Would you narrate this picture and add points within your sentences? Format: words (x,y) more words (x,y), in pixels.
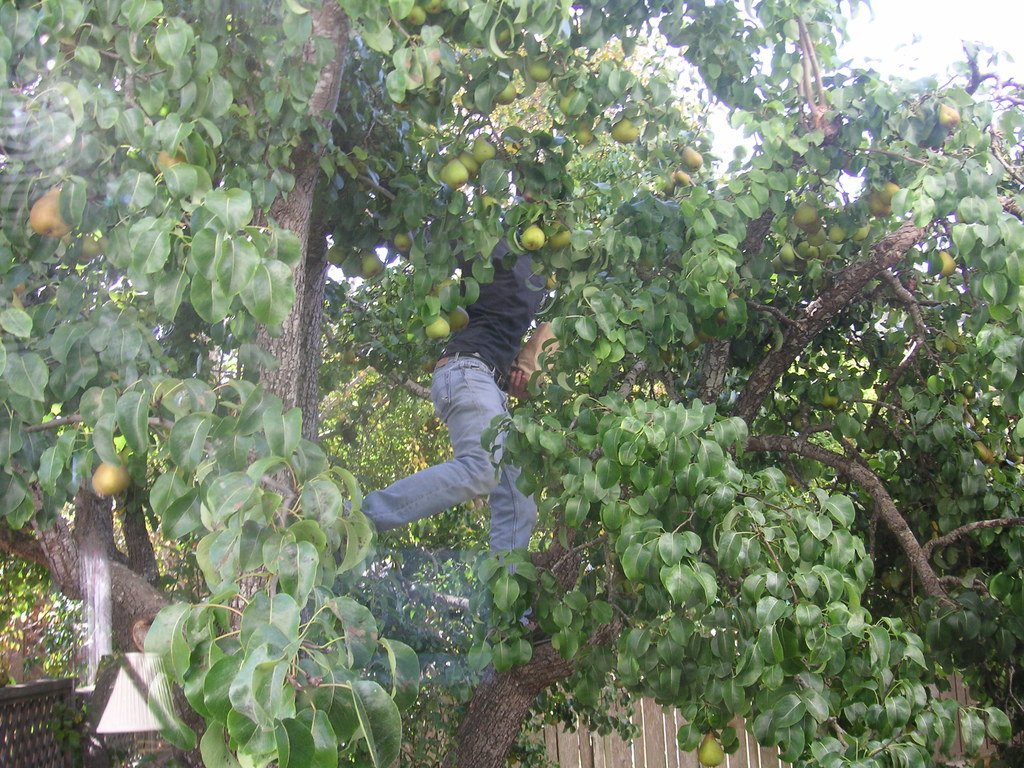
In this image we can see a tree (529,574) with fruits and leaves (680,628). On the tree (528,438) there is a person (460,481). In the back (650,736) there is a wooden fencing (641,752).
